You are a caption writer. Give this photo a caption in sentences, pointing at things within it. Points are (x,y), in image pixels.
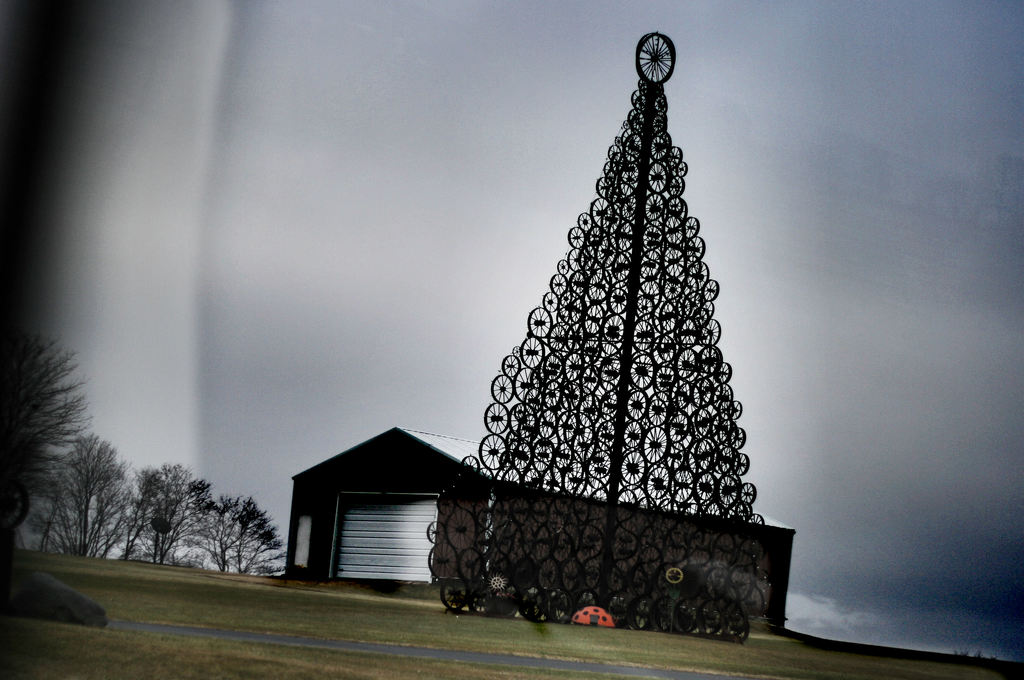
In the center of the image (682,241) there is a structure (744,460). At the bottom of the image (287,618) there is grass (408,611). There is a house (373,526). There are trees (64,400). At the top of the image (402,156) there is sky (361,160).
